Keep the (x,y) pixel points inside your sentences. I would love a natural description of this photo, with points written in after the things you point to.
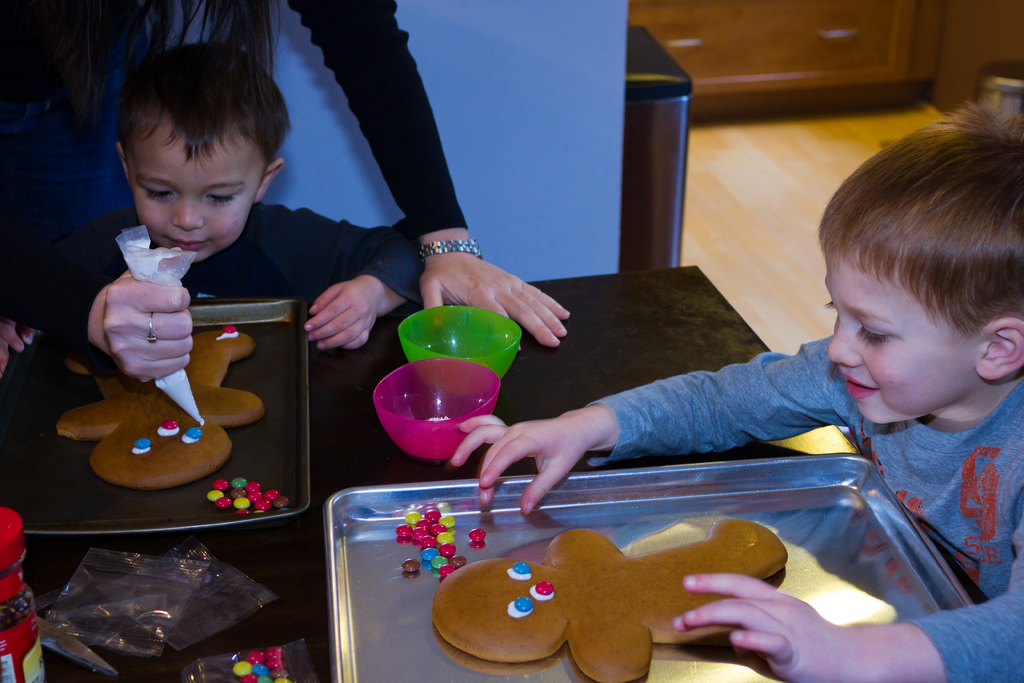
In this image i can see 2 children (372,286) sitting in front of the table (79,677) and a person (103,57) standing beside them. On the table (444,469) i can see bowls (425,392), a tray (363,559) and a cookie (475,590) in a tray (548,539).
